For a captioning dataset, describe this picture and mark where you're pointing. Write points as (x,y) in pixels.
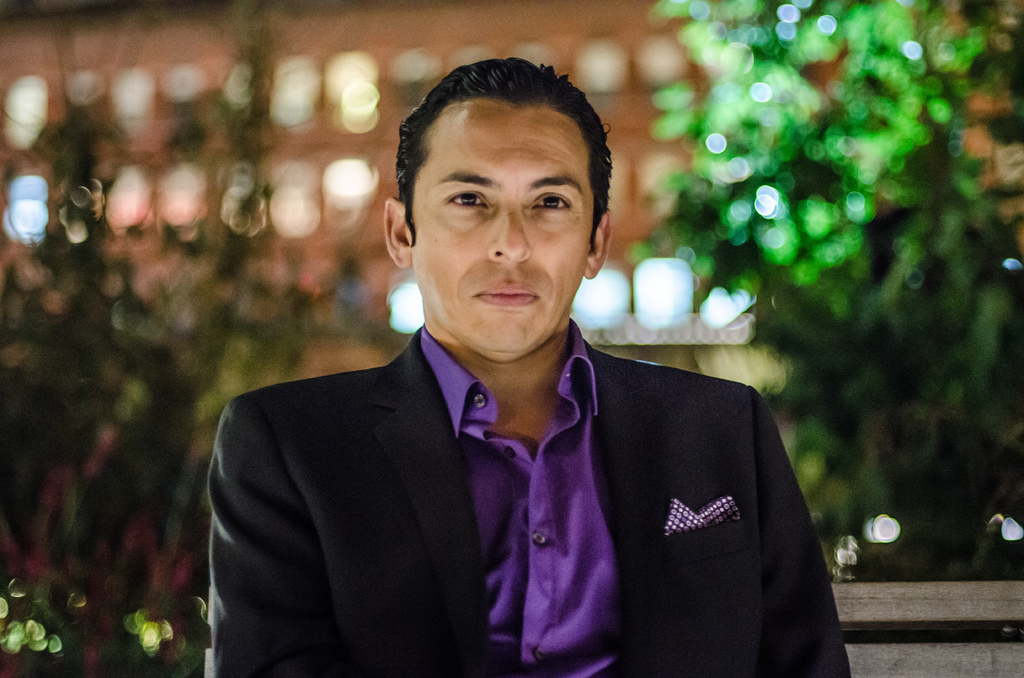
In this image I can see person (540,490) wearing a black color jacket (715,542), in the background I can see lights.
